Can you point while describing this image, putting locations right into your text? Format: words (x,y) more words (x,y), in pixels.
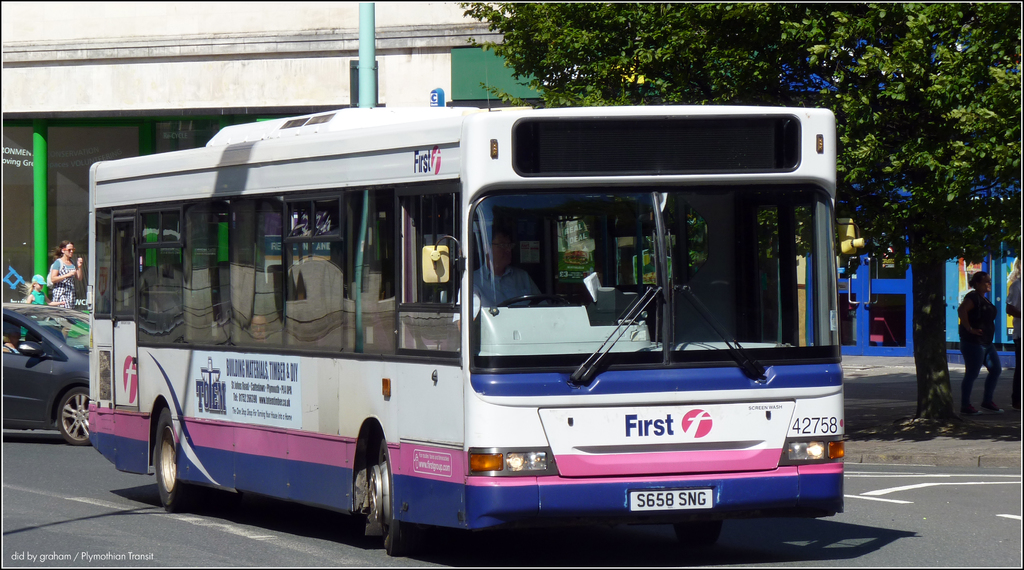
In this image there are buildings (894,266) towards the top of the image (42,144), there is a pillar (44,170) towards the left of the image (44,205), there is a pole (370,71) towards the top of the image (371,21), there is a wall (289,50) towards the top of the image (198,41), there is a tree (849,93) towards the top of the image (888,144), there is a board (17,215) towards the left of the image (14,197), there is text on the board (31,190), there is a woman (73,253) walking, she is wearing a bag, she is holding an object (78,260), there is a girl (36,286) walking towards the left of the image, she is wearing a cap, there is a woman (980,306) standing towards the right of the image (982,355), there is a door (877,292), there is road (874,490) towards the bottom of the image (147,529), there is a bus (416,311) on the road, there is a man (518,285) driving a bus (525,235), there is a car (73,357) towards the left of the image (35,359), there is text (76,554) towards the bottom of the image (136,554).
